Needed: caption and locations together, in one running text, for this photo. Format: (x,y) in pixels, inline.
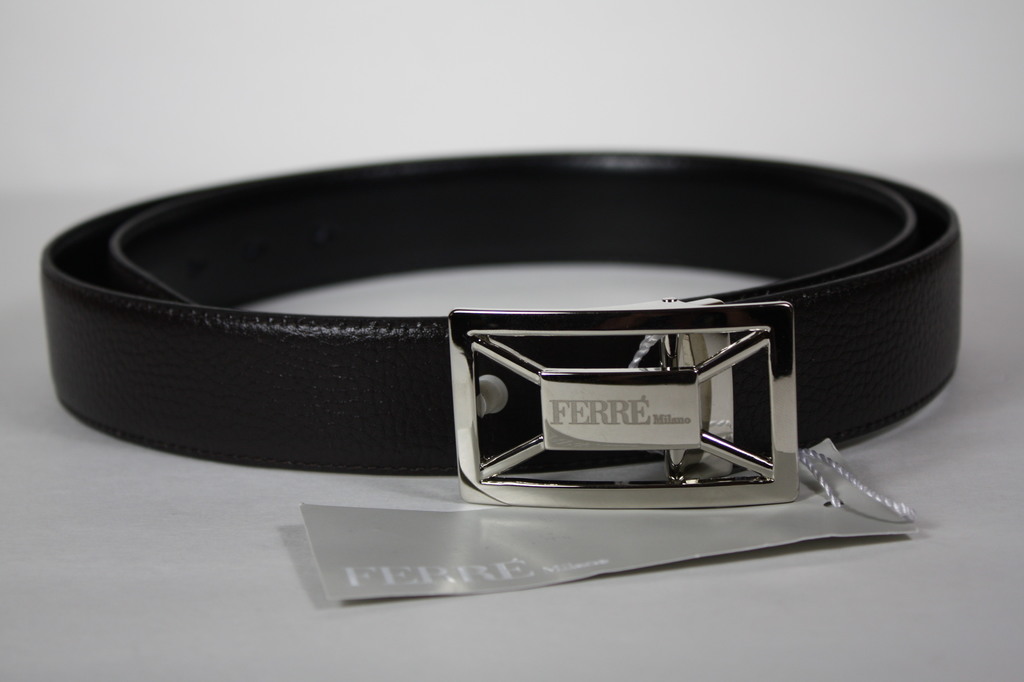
In this image there is a belt (306,358) and there is a metal object (622,415) with some text (616,422) written on it.
